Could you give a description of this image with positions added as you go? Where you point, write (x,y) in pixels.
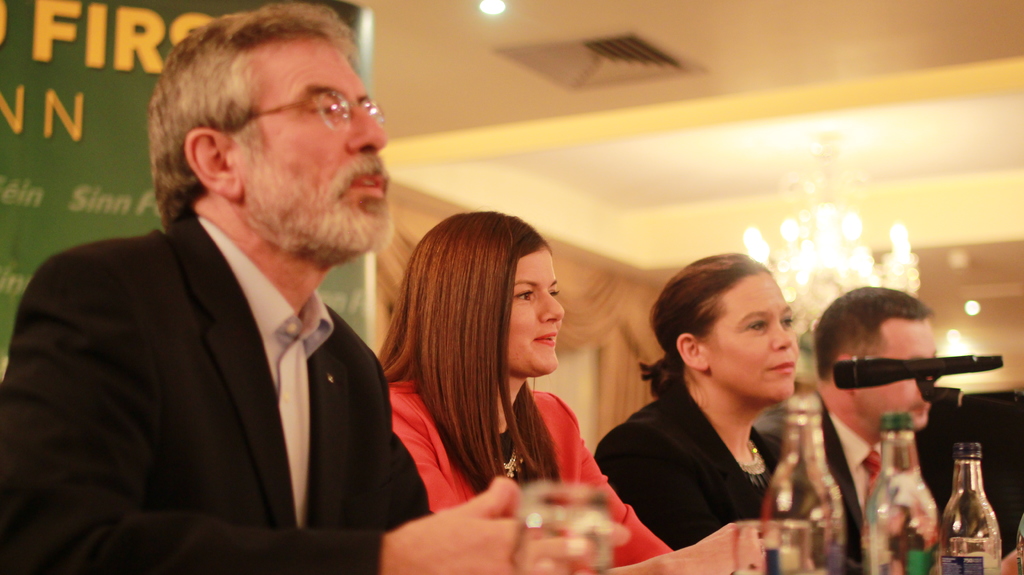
There are four people (699,356). The man (255,441) in the suit (264,413) is wearing glasses (345,120). The lady (535,352) in the red jacket (440,497) is smiling. There is a mic (872,372). There are bottles (907,542). In the background (39,171) there is a board (144,133). On the top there is a chandelier (818,277).
